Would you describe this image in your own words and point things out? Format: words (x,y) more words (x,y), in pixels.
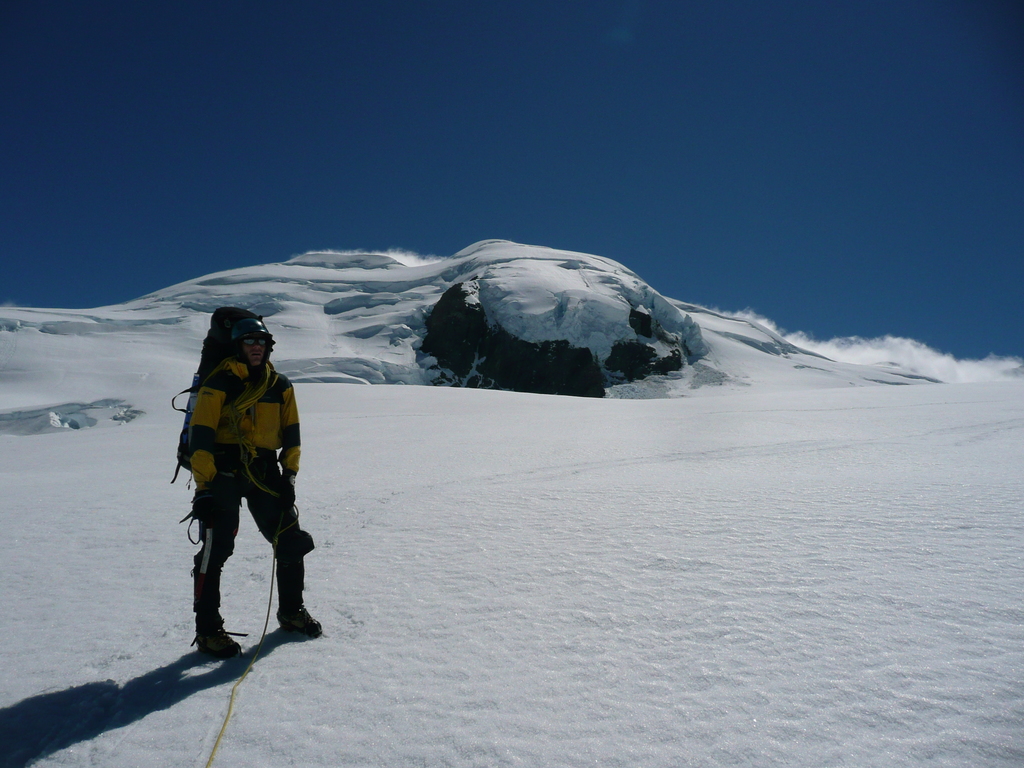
In the front of the image (801,473) we can see a person (274,500) and land (508,417) is covered with snow (585,286). In the background (821,185) there is a blue sky (477,92).
